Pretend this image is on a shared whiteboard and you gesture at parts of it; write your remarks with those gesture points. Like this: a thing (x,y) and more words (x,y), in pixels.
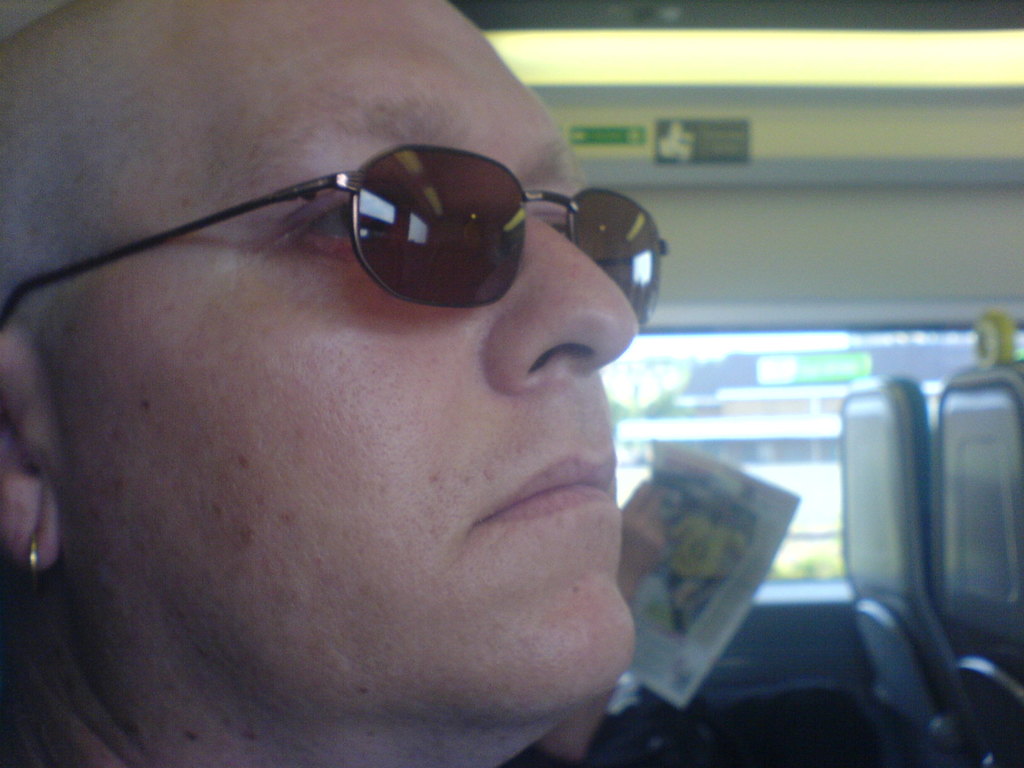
This image is taken in a vehicle (865,557). On the left side of the image (289,562) there is a man (315,335). On the right side of the image (950,439) there are two seats (929,518) and a person (685,721) is sitting on the seat (929,505) and holding a newspaper (676,544) in the hands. In the background (737,450) there is a window (771,366).
